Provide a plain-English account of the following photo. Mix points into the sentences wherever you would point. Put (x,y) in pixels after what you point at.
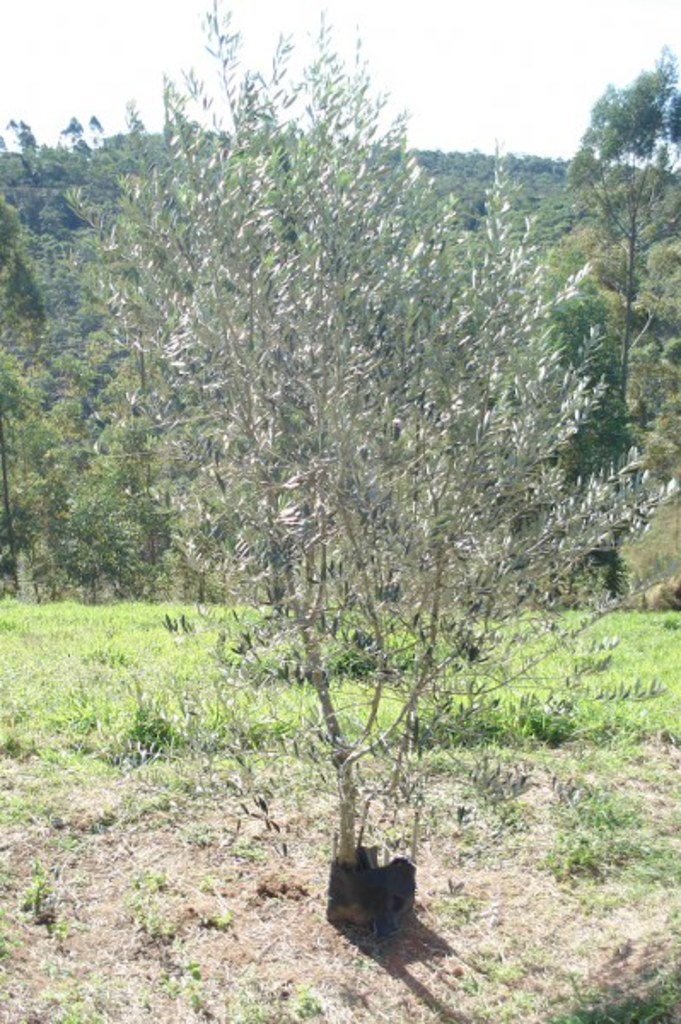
This picture might be taken outside of the city. In this image, in the middle (332,521), we can see a tree (263,86). In the background (165,152), we can see some trees (519,183) and plants (647,572). On the top (532,28), we can see a sky (67,74), at the bottom (634,684) there is a grass (474,752).
